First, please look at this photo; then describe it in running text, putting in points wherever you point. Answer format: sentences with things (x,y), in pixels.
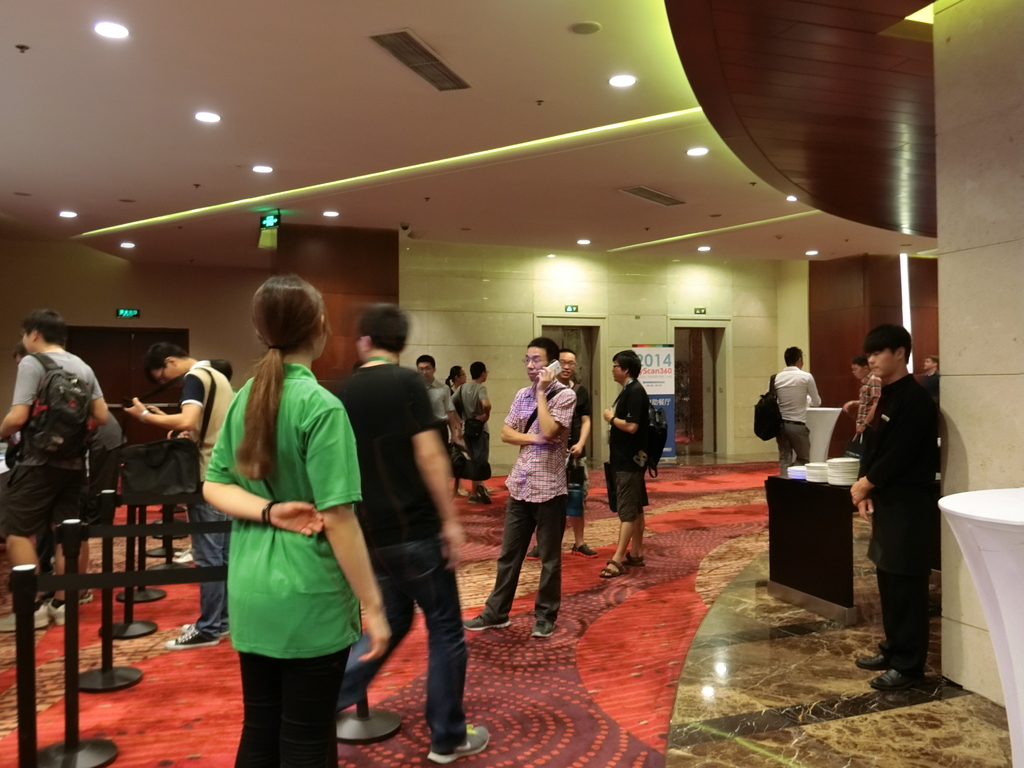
As we can see in the image there is a wall (755,311), doors (675,357), banner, few people (608,409) standing here and there, lights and a table (851,554). On table (846,507) there are plates (844,471).
